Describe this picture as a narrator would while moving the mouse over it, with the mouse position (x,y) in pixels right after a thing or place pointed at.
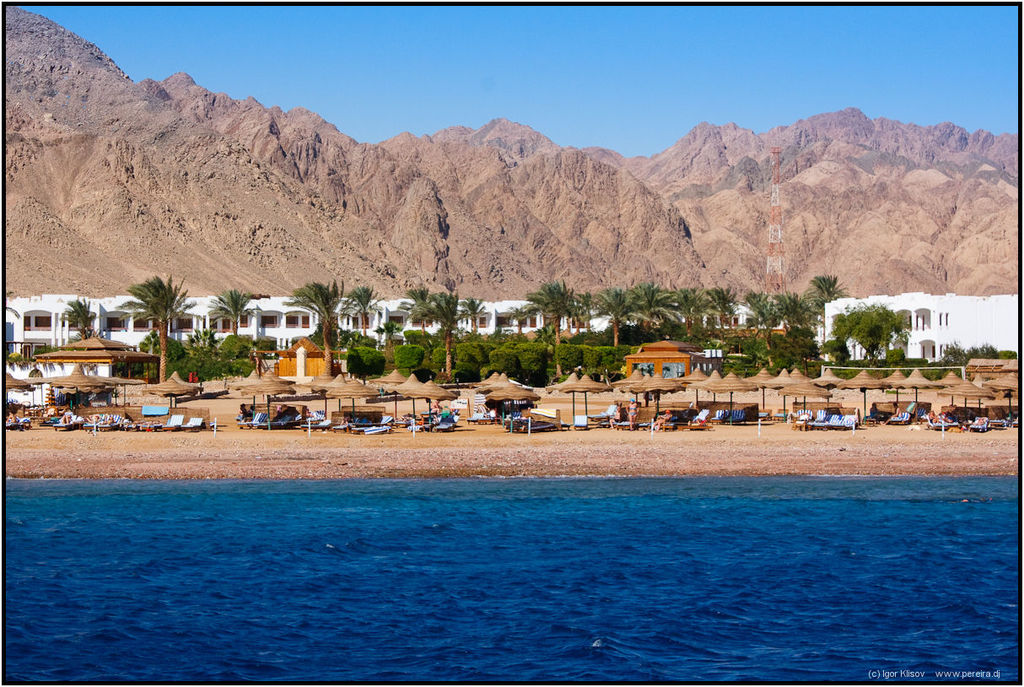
In this image we can see group of chairs (263,416) and umbrellas (69,377) are placed on the ground (213,415). In the background (767,222) we can see group of trees (167,359), buildings (654,365), mountains (813,228), a tower (776,212) and the sky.
